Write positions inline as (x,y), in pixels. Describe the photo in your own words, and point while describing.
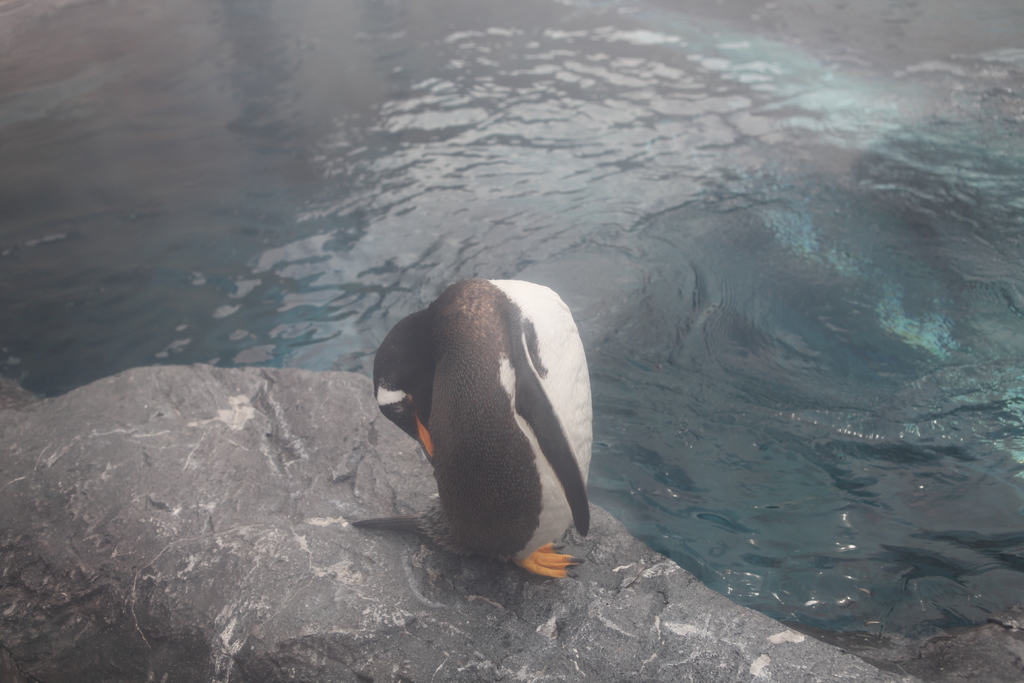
In this picture we can see a bird (453,458) on the stone (77,478). We can see the water (498,163).
